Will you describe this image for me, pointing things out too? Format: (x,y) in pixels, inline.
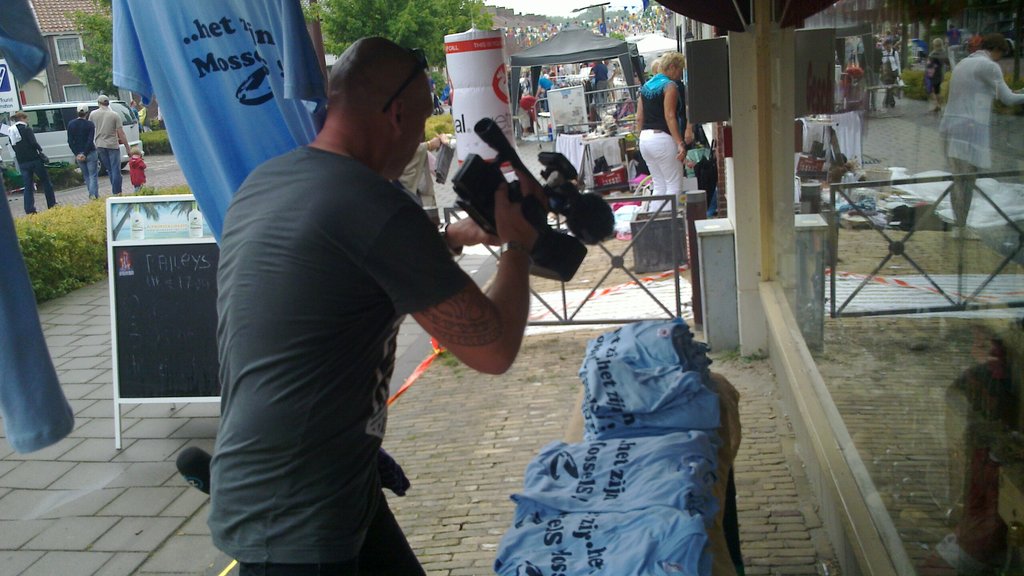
In this image, we can see persons (470,227) wearing clothes (92,164). There is a person (349,194) in the middle of the image (416,243) holding a camera (486,201) with his hand (503,238). There are t-shirts (603,468) at the bottom of the image (621,516). There is a window (956,269) on the right side of the image (964,296). On the left side of the image (72,264), we can see vehicles (53,124), plants (73,238) and board (121,246). There is a t-shirt (217,168) in the top left of the image (161,18). There is a tent (581,37) and tree (429,45) at the top of the image (409,25).
